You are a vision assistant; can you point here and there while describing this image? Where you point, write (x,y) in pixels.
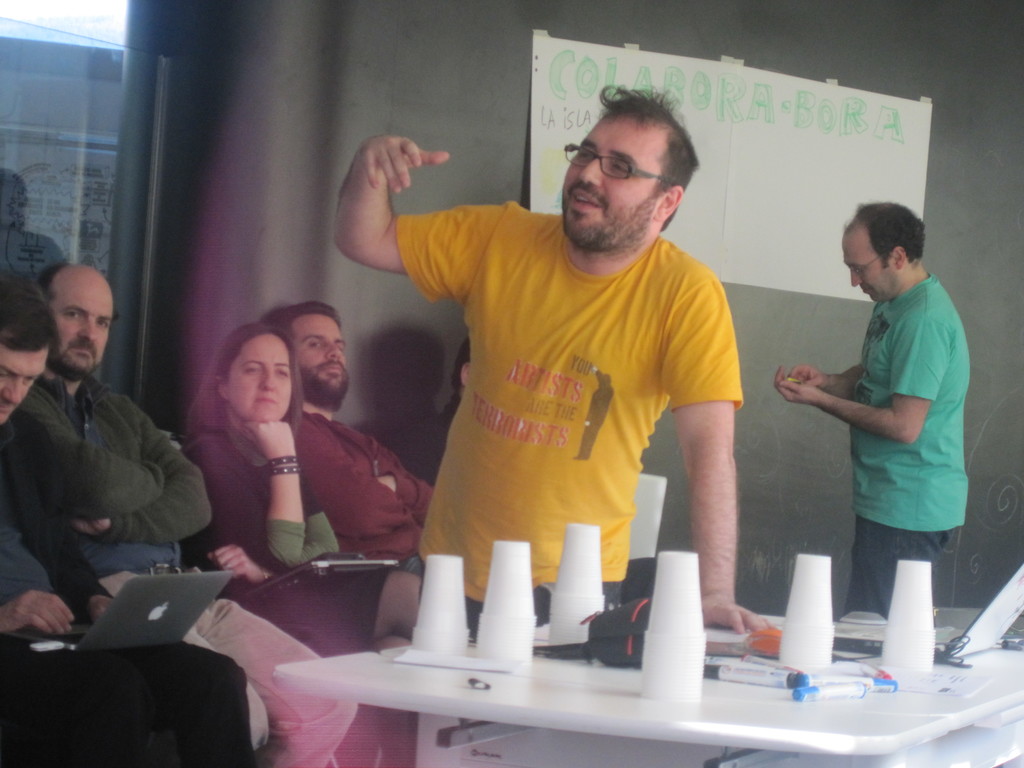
In the center (511,398) we can see one man (554,397) is standing, back of him we can see some persons (203,449) were sitting and observing him. The right side (912,437) we can see one man (893,361) is standing. And the front bottom we can see the table (690,728) on the table (690,728) few glasses (682,637) etc.
